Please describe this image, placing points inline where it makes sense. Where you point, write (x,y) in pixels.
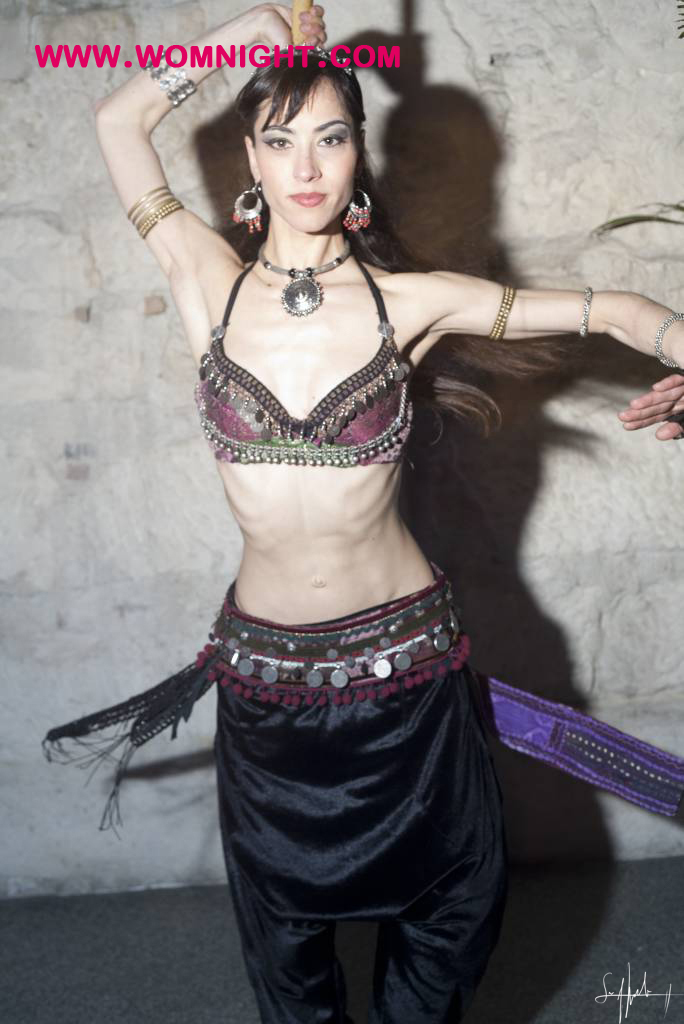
In this image I can see a woman (363,637) dancing on the floor (103,966). At the back of her I can see the wall (58,323). At the top of this image (169,61) I can see some text (233,61).
